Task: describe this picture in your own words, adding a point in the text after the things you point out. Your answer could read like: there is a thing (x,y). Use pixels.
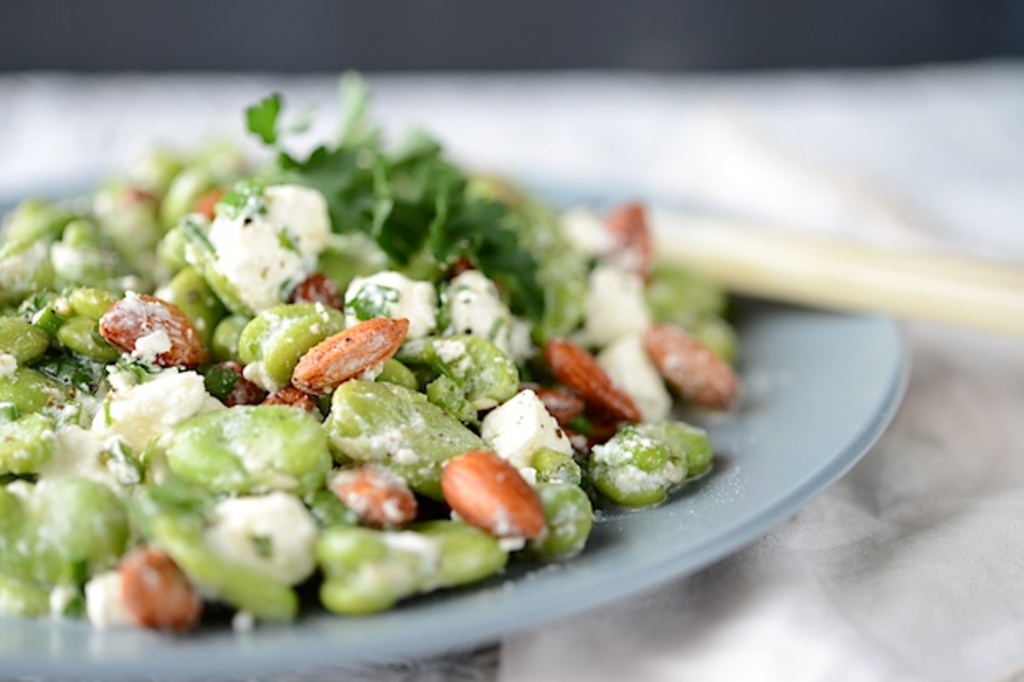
In this picture there are few eatables (442,369) placed in a plate (654,564) and there is a spoon (801,246) in the right corner (865,275).
